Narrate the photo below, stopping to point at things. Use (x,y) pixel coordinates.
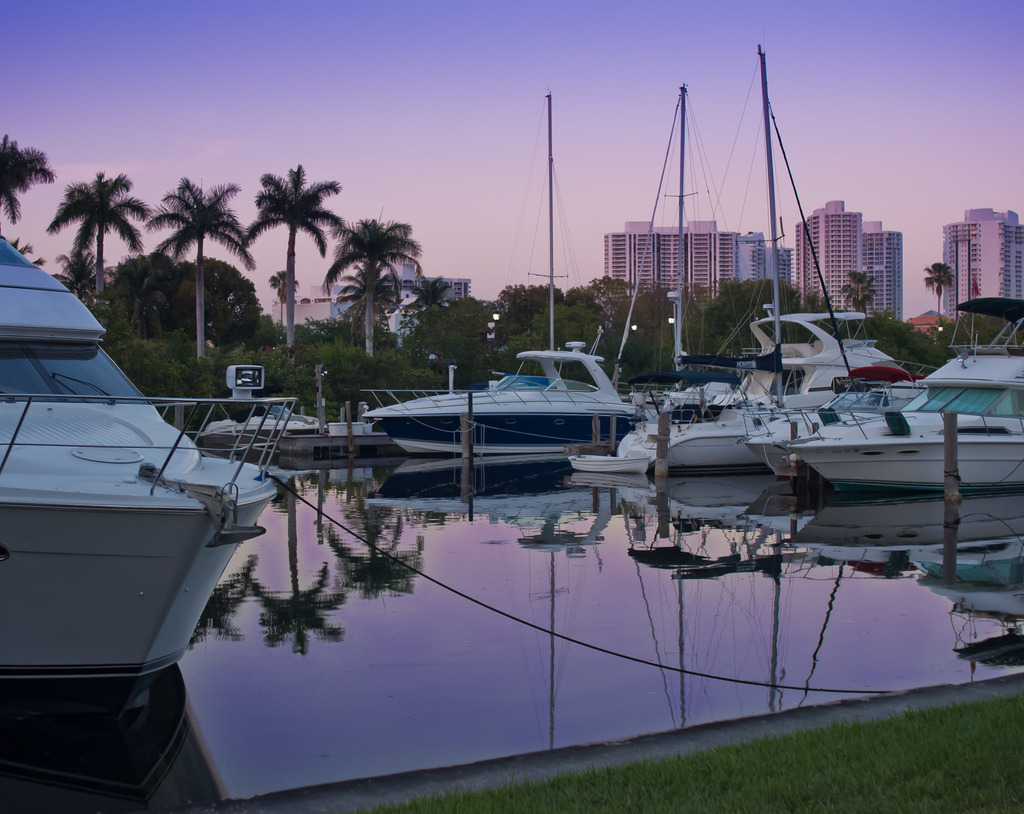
In this image there are boats (455,425) on a canal (464,646), in the background (444,371) there are trees (539,304), buildings (611,269) and the sky (616,112).
